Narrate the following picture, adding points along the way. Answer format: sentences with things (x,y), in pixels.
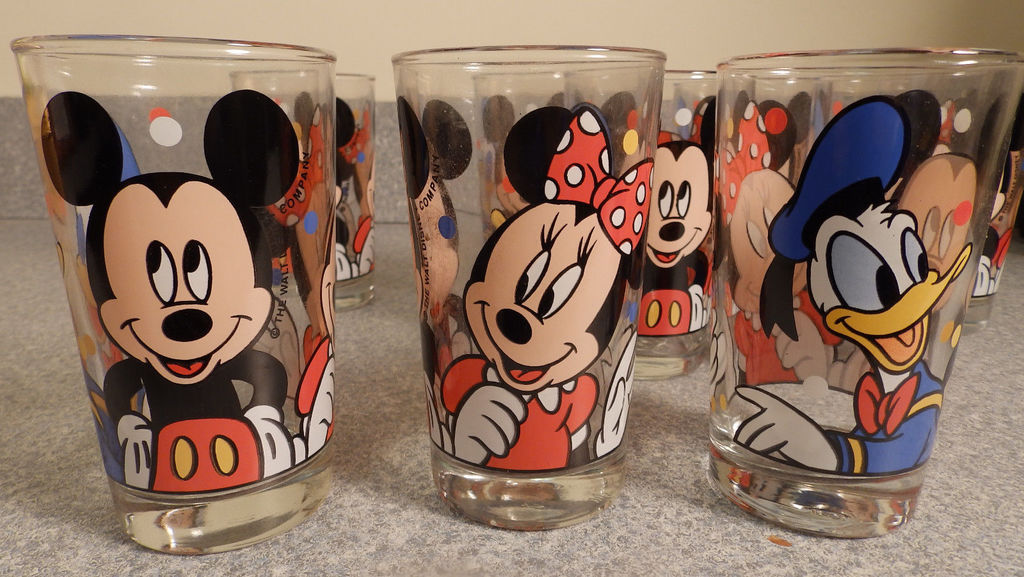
In the picture I can see glasses (480,259) on the counter (383,267). On these glasses (266,301) I can see photos (596,292) of cartoon characters (238,330). In the background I can see a wall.
